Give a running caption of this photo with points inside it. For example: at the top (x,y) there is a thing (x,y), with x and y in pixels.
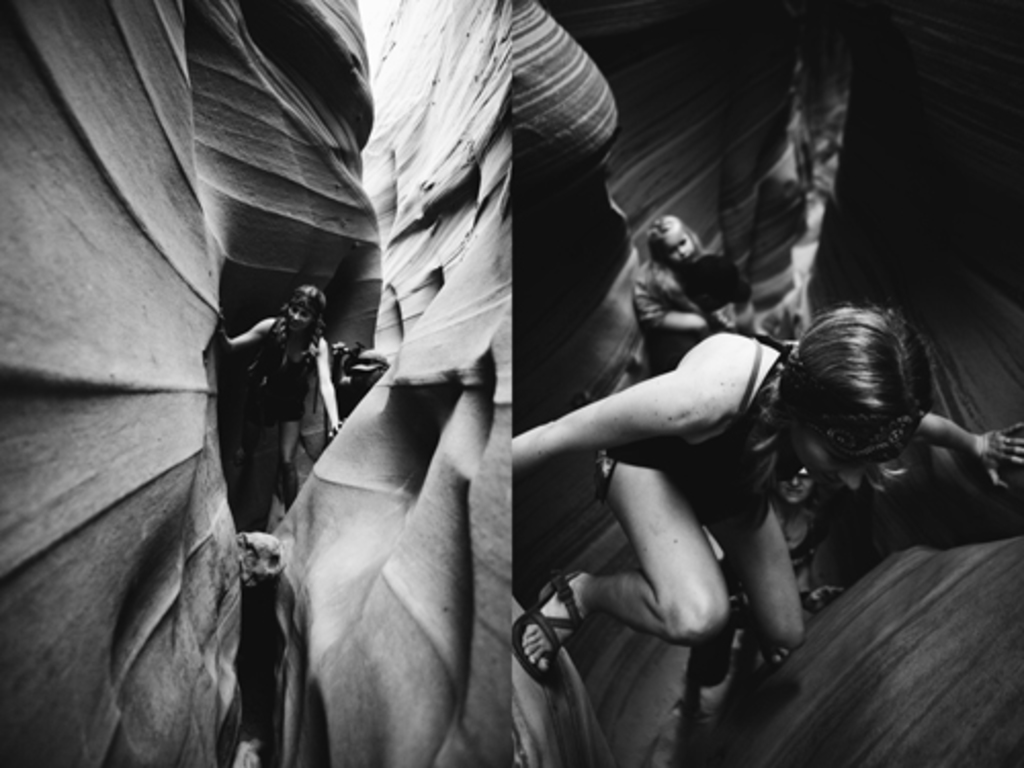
In this image I can see two collage photos of women (660,323). I can also see this image is black and white in colour.
